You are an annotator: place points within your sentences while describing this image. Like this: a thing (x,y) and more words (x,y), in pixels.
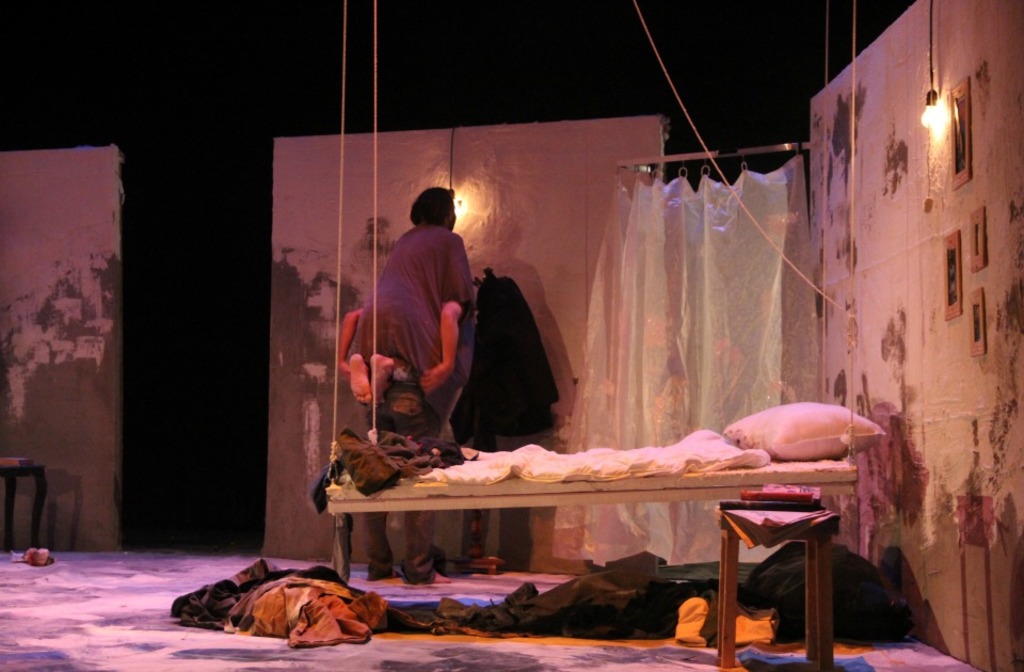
In this picture we can observe a swing (435,492). There are some clothes (355,451) and a pillow (773,447) on the swing (610,485). We can observe some clothes (285,592) on the floor (545,652). There is a stool (805,534) on the right side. We can observe two members (384,425) in this picture. There is a curtain (682,247). We can observe some photo frames (961,123) fixed to the wall (941,225) on the right side (974,229). There are two lights (940,114). In the background (162,418) it is completely dark.
